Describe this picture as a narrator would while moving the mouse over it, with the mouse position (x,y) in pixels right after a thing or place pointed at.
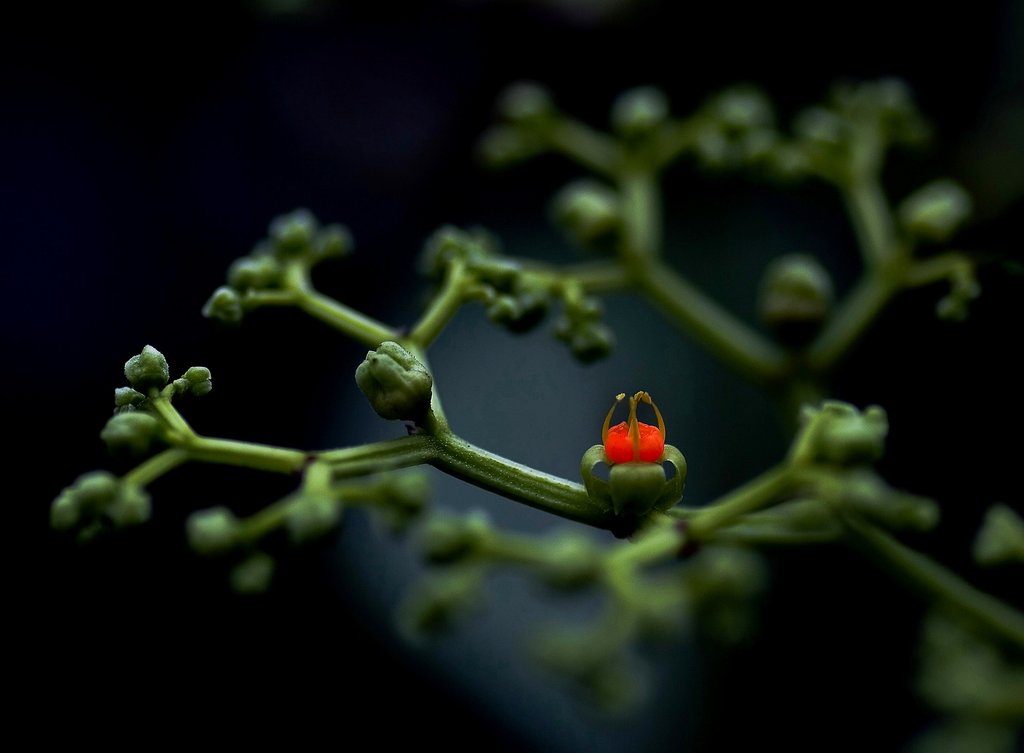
In this image we can see a flower (661,423) and buds (420,382). And the dark background (321,136).
